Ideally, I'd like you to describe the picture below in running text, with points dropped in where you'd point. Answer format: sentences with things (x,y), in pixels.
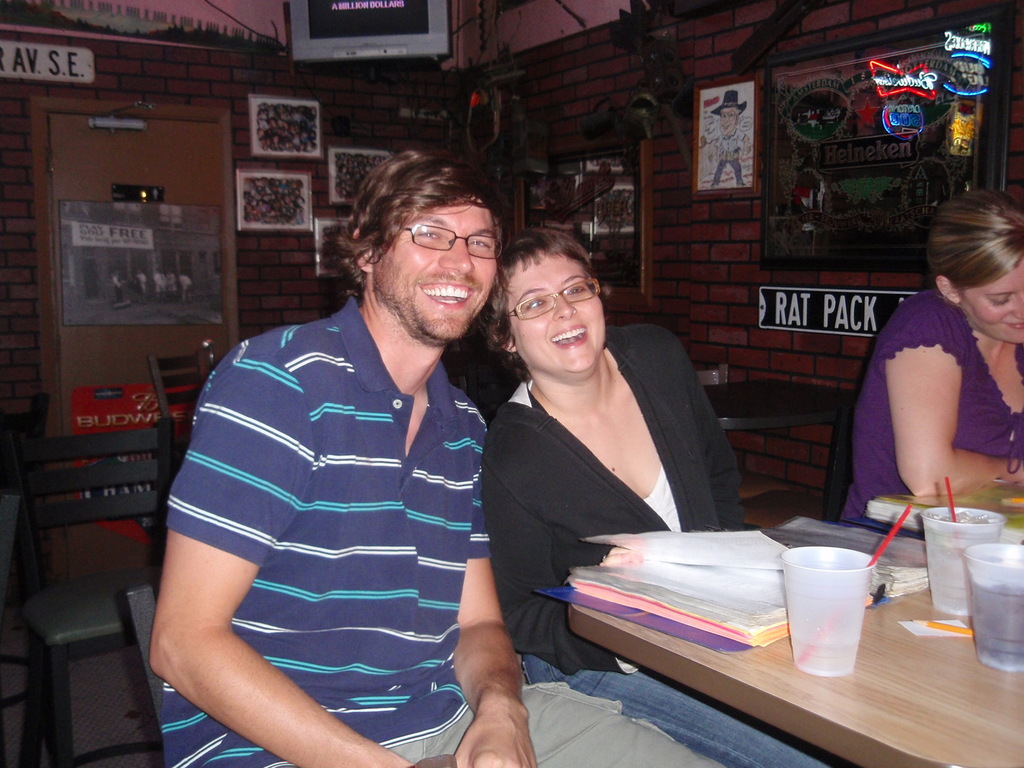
This is an inside view. In this image I can see three people (607,461) are sitting on the chairs (144,630) in front of the table (825,693). two (698,459) are women (671,490) and one man (332,482). A man (318,465) and a woman (522,450) who are sitting in the middle (407,448) are smiling and looking at the picture. In the background (376,108) I can see a wall (358,117) and few frames (292,115) are attached to this wall (239,101). On the table (843,692) I can see few glasses (849,596) and books (750,595).
